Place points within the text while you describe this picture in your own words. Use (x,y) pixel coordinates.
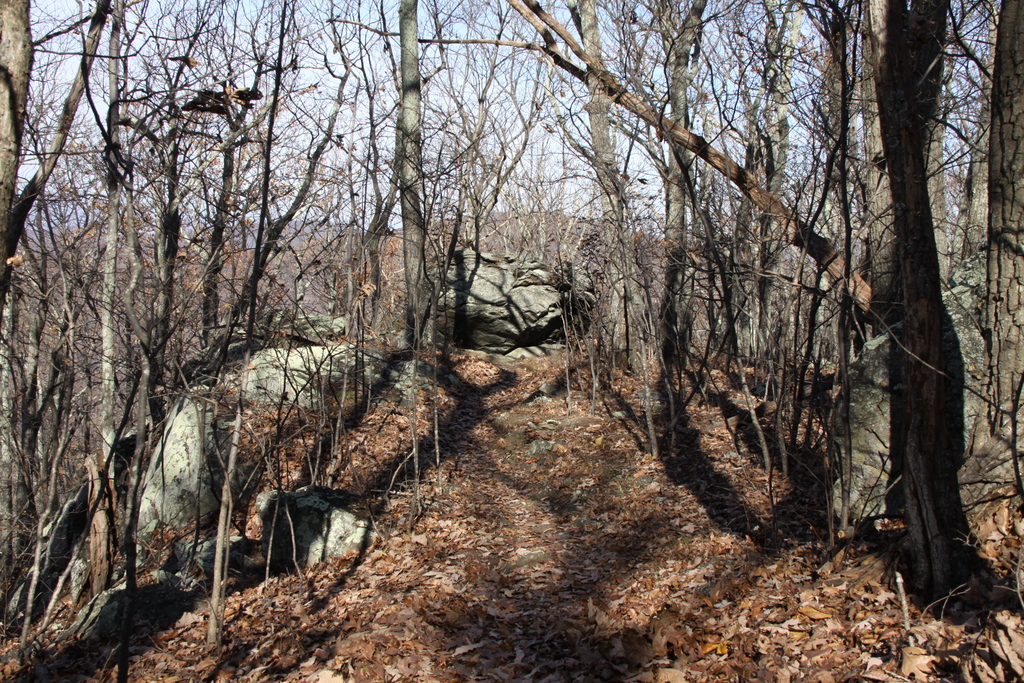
In this image we can see some trees (568,252) and rocks (456,292). In the background of the image (532,236) there is the sky (431,184) and mountains (191,283). At the bottom of the image (572,610) there are dry leaves (582,598) and a walkway (575,614).
